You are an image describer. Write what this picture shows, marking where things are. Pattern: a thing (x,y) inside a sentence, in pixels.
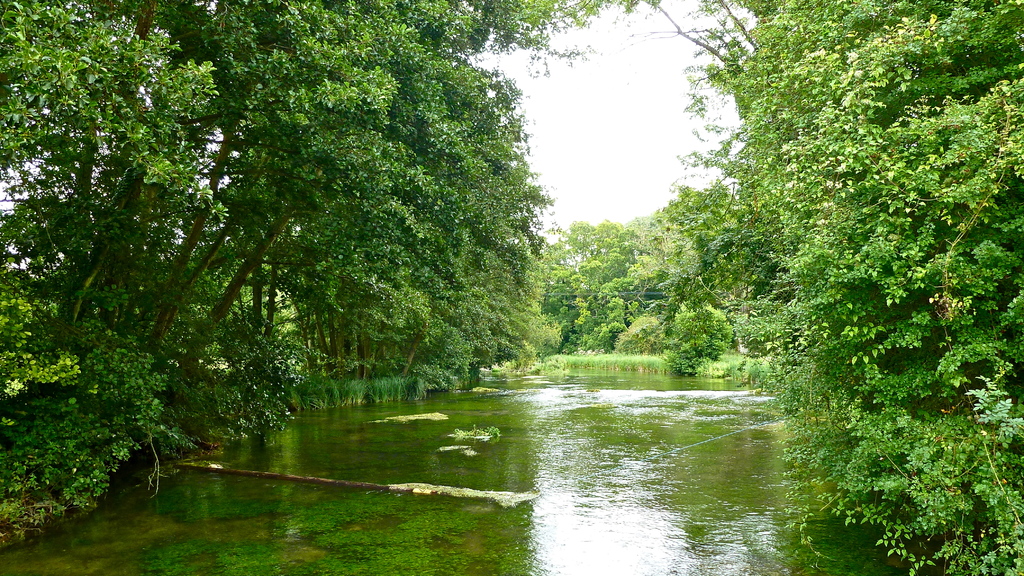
In this picture we can see water (650,502) and in the background (454,123) we can see trees (316,310) and the sky (550,209).
